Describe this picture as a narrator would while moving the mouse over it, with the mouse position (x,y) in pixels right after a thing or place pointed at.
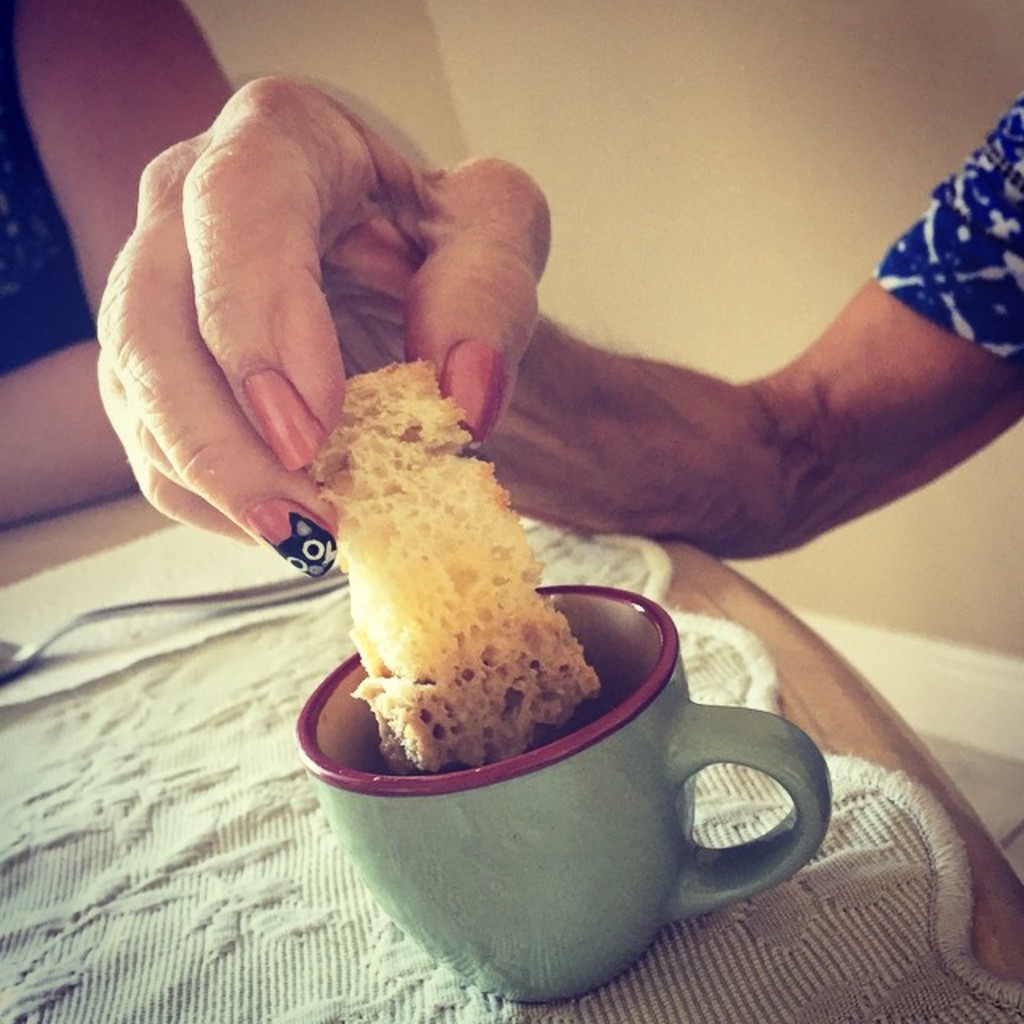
In this image I can see a person (231,112) holding food (421,579), I can also see a cup (463,781) which is in green color on the table (147,586). In front (100,608) I can see a spoon (173,603), background (75,83) I can see the other person (60,105) sitting and wall (724,143) in cream color.
